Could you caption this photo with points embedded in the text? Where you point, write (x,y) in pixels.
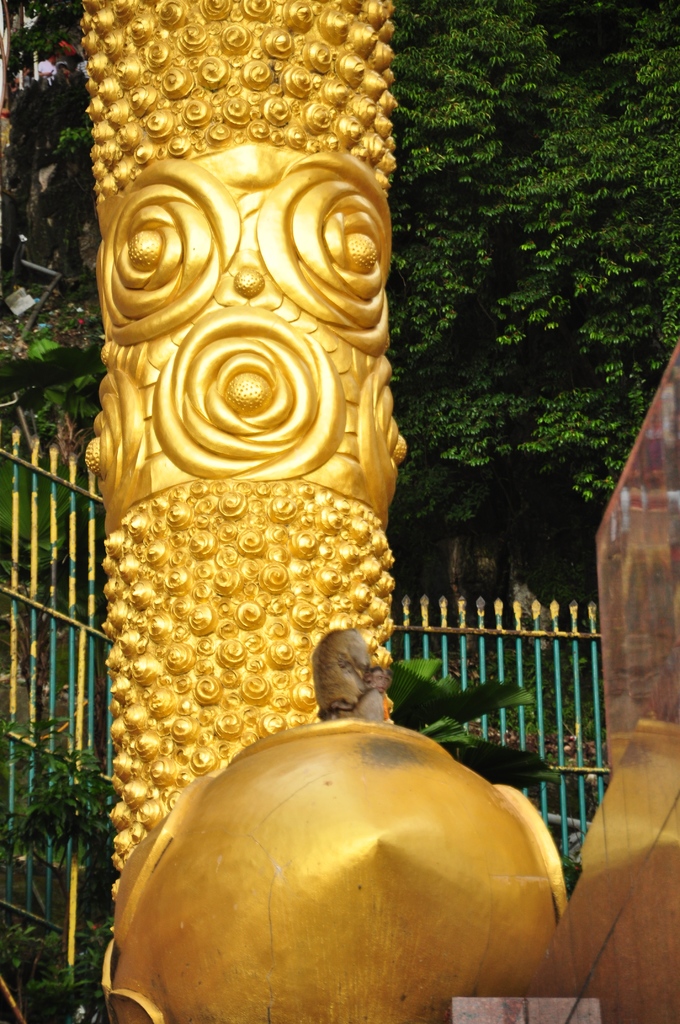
In the middle (233,641) it is a structure (345,467) which is in gold color. In the right side (535,372) there are trees (431,497).
